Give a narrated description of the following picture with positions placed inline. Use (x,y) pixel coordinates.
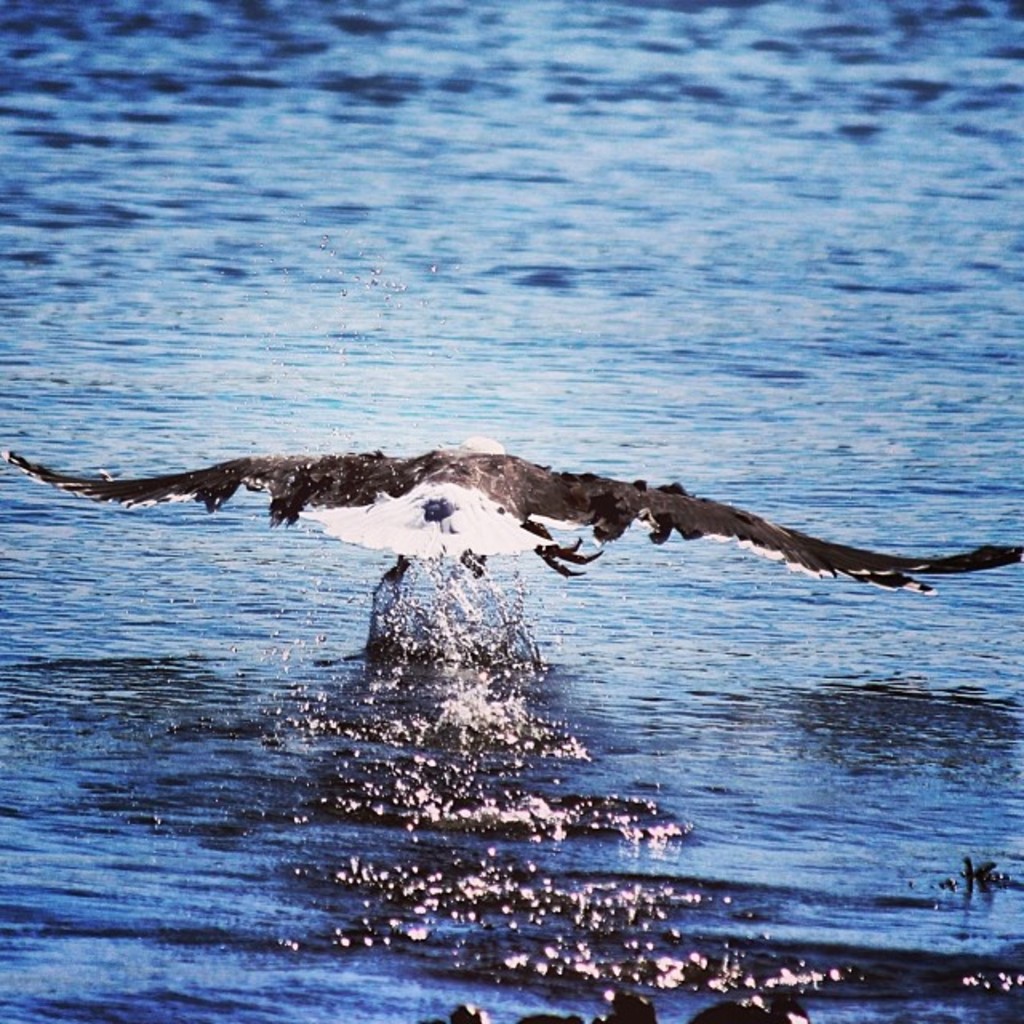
In the image we can see a bird (397,503), white and black in color. This is water (348,222), blue in color.
